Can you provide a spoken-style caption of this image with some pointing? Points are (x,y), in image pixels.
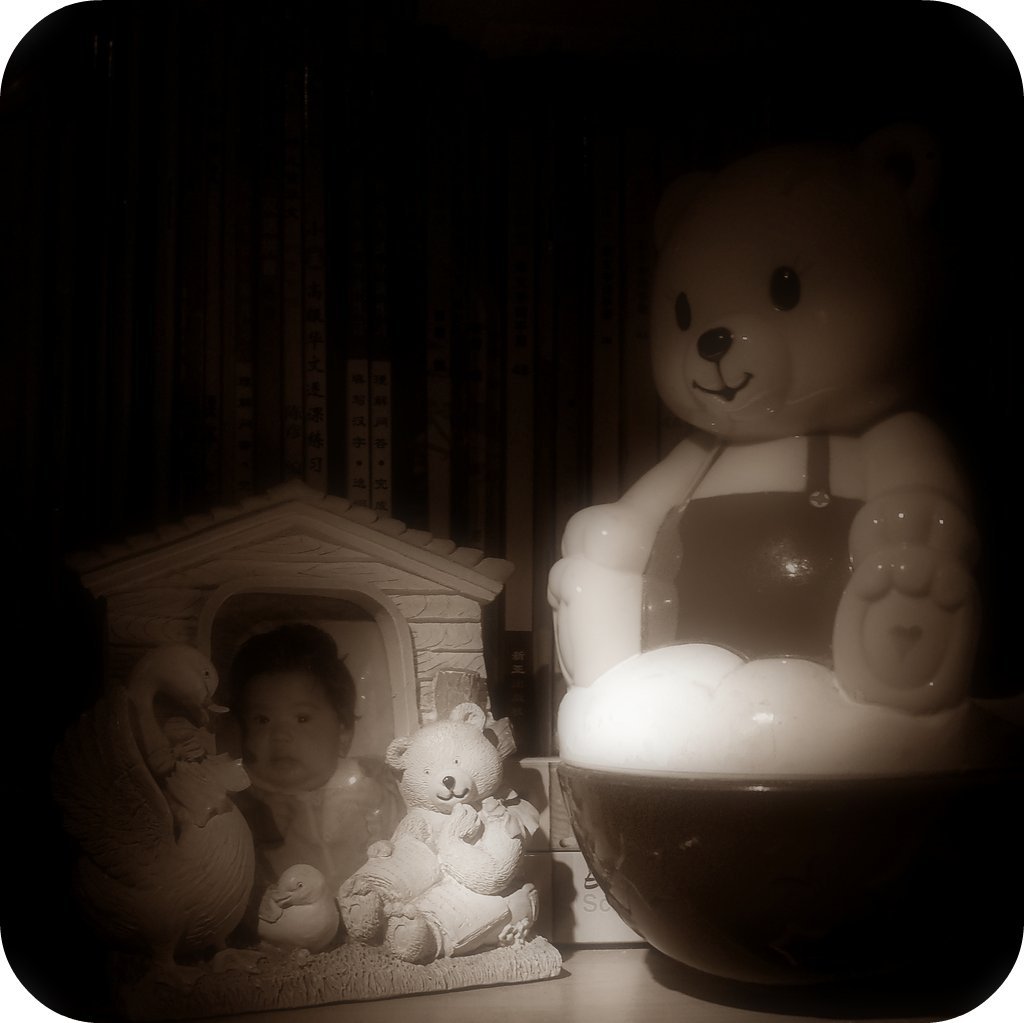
Here in this picture we can see a photo frame (320,733) and a couple of toys (786,654) present over there.
